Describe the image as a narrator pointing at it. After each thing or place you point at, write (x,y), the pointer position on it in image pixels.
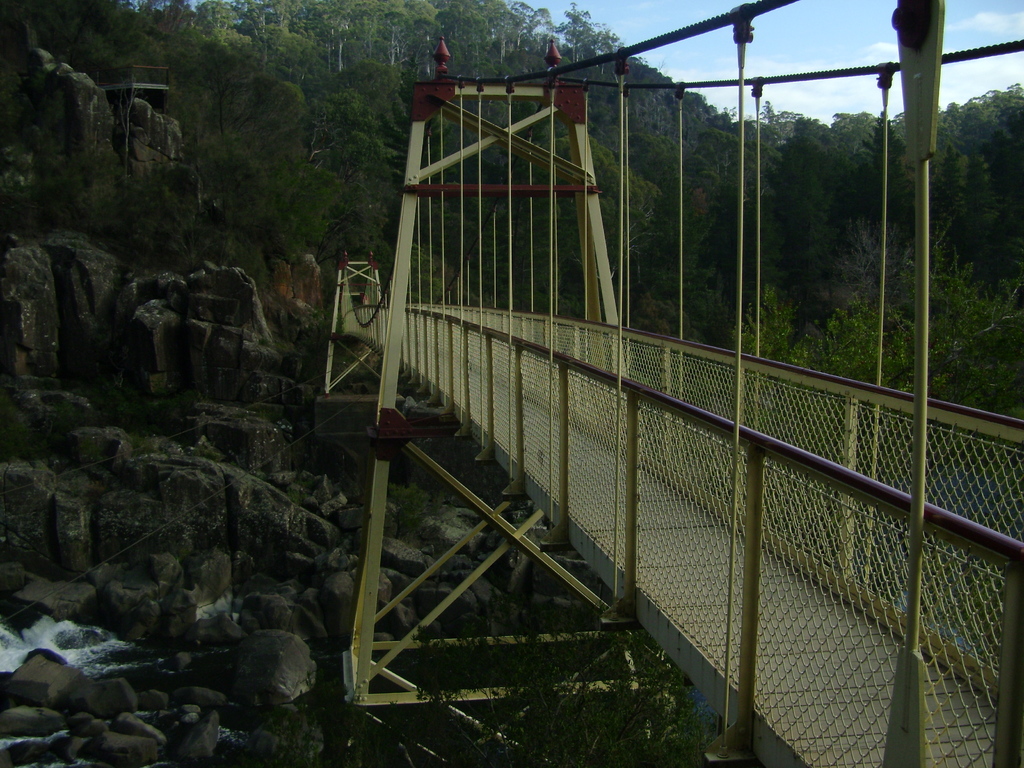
This image is taken outdoors. At the top right of the image (782,37) there is the sky (861,20) with clouds (961,63). In the background (223,102) there are many trees (356,139) and plants (872,328) on the ground (269,688). At the bottom of the image (234,678) there are a few rocks (252,673) and there are many stones (210,401) on the ground (451,709). There are few plants (412,714). On the right side of the image (809,528) there is a bridge (527,526) with iron bars (463,496), railings (660,344), mesh (730,452) and a few grills (513,176).
